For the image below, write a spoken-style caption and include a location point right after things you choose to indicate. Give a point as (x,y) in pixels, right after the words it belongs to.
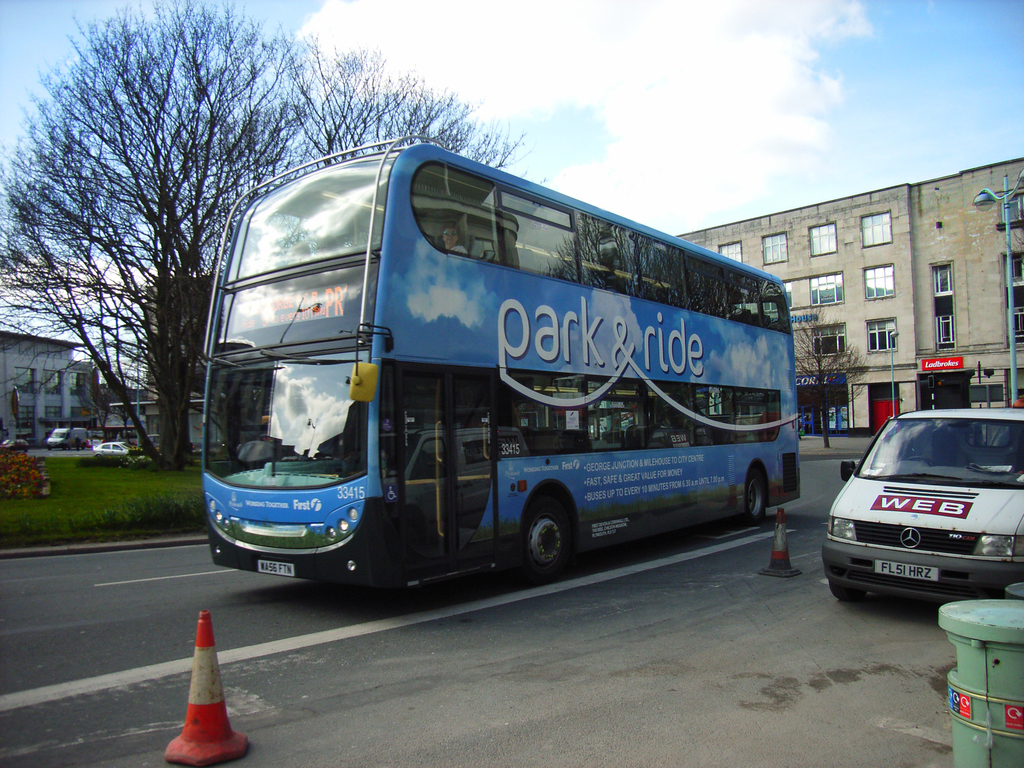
In this image there are some vehicles (434,493) in the center (511,502), and there are barricades (195,657), walkway (650,682) and some object (978,703). And in the background (108,410) there are buildings (884,393), trees (154,280), poles (1009,240), street lights (1008,253), grass (189,471) and some vehicles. At the top (581,65) there is sky (594,123).
